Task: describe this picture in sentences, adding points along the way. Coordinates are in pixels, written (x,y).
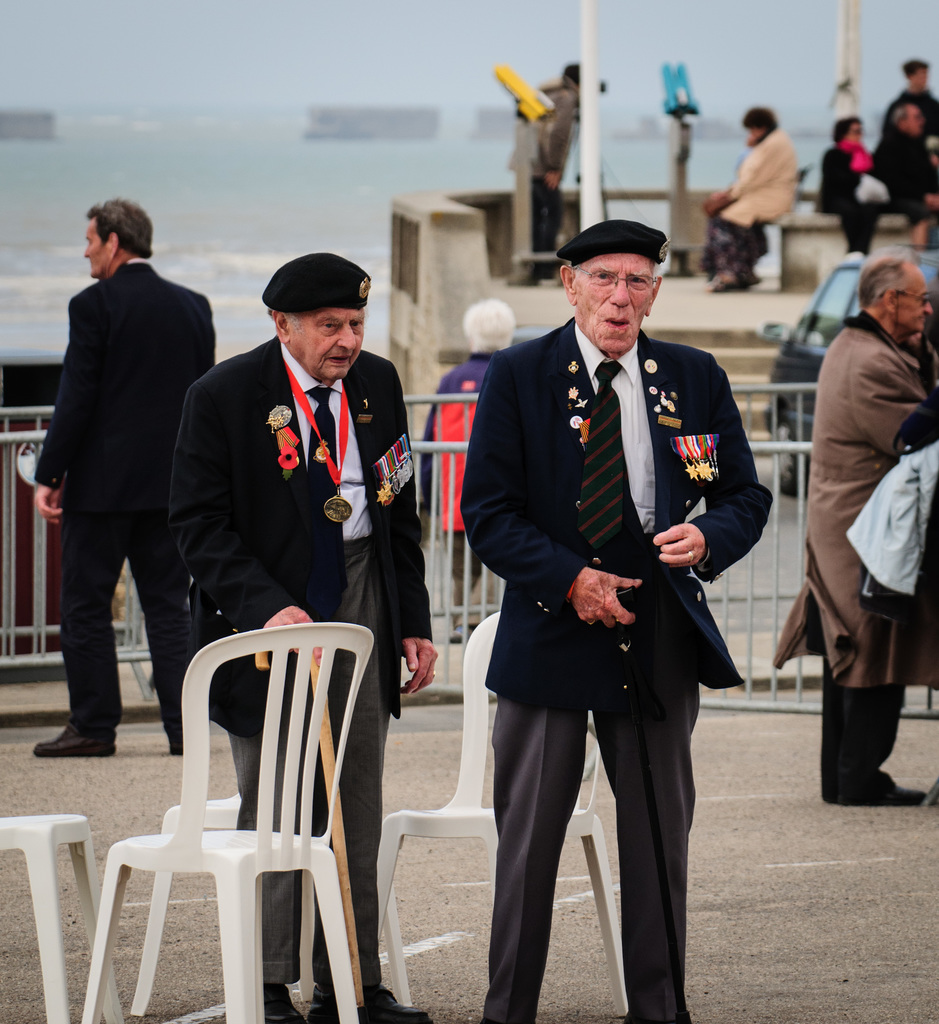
This image is clicked outside. There are chairs (579,825) in this image, there is an iron railing (10,534) in the middle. There are so many people (322,310) in this image who are standing. There is a car (829,325) on the right side (843,310). There is water (260,226) on the left side (217,265). There are two person (519,433) standing in the middle (510,390).
